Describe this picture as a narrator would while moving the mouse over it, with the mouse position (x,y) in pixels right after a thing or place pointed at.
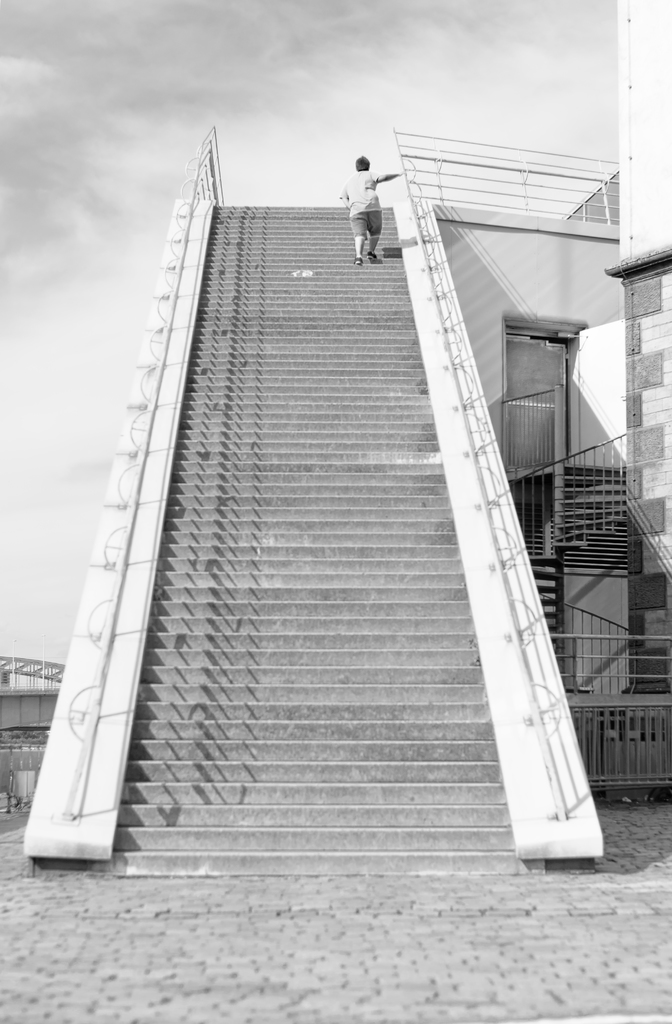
There are steps (357,587) with railings (480,482). A person (361,201) is walking on that. On the right side (593,347) there is a building (574,395) with door (556,417) and railings (626,737). In the background (138,167) there is sky (224,140). On the left side (32,695) we can see a bridge (4,697).
